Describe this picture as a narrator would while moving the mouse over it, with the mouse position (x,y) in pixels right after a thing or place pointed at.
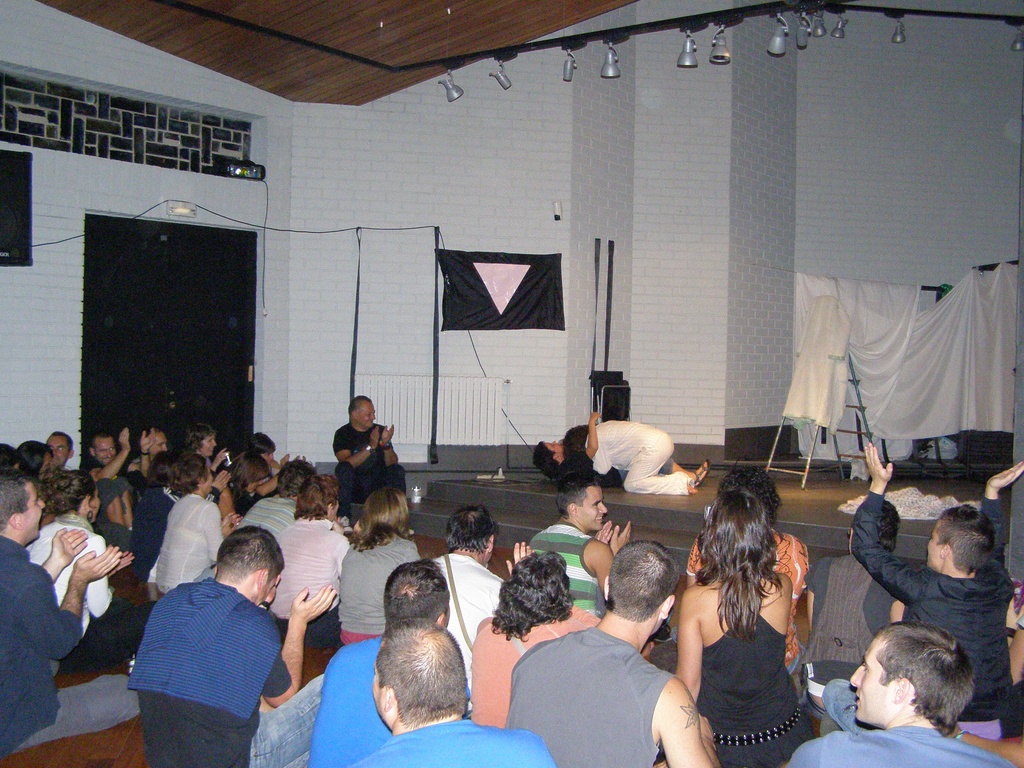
This image is clicked inside a room (507,509). There are so many persons (643,603) sitting at the bottom (579,736). There is a door (218,239) on the left side (116,344). There are lights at the top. There are some clothes (959,413) on the right side (837,333).
